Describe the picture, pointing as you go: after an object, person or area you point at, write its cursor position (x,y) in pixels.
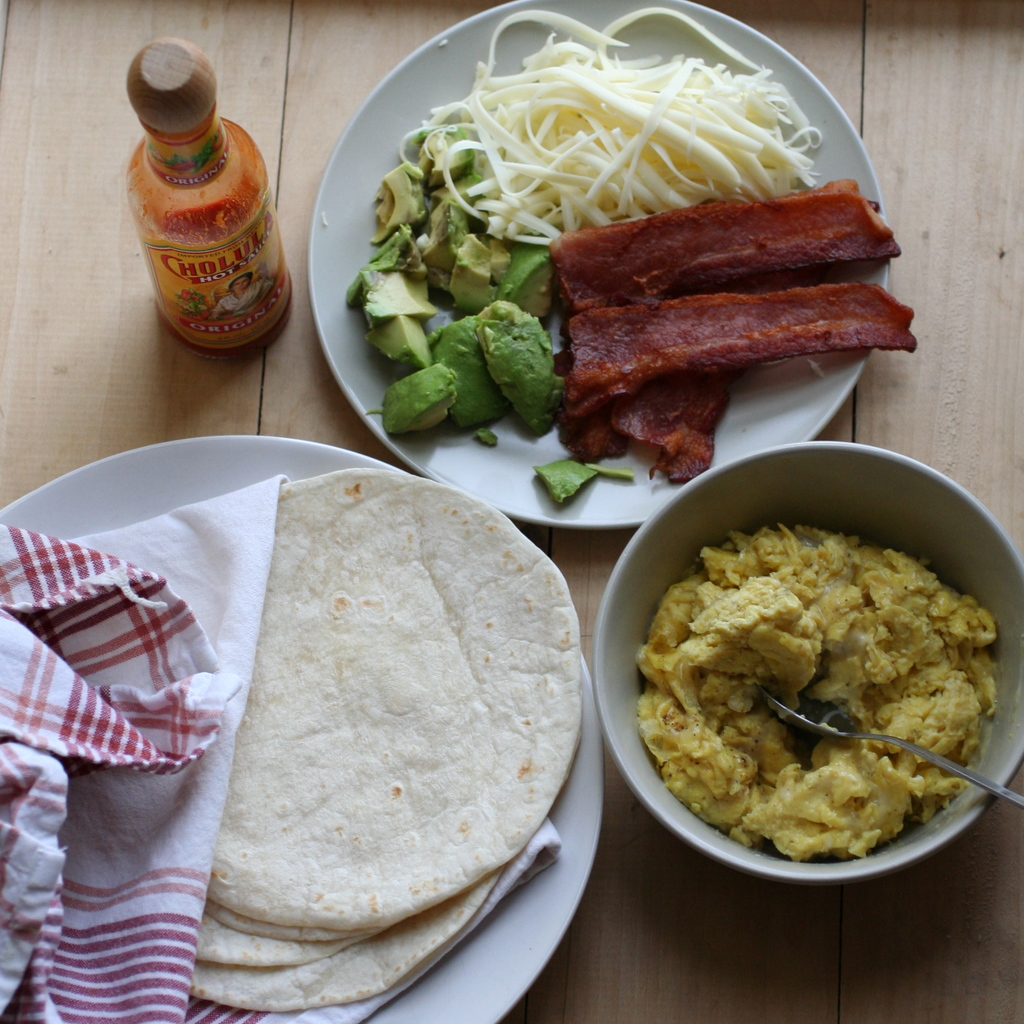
The picture consists of various food items (406,498), plates (868,173), bottle (224,259), spoon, cloth (25,726) and a wooden table (81,74).
